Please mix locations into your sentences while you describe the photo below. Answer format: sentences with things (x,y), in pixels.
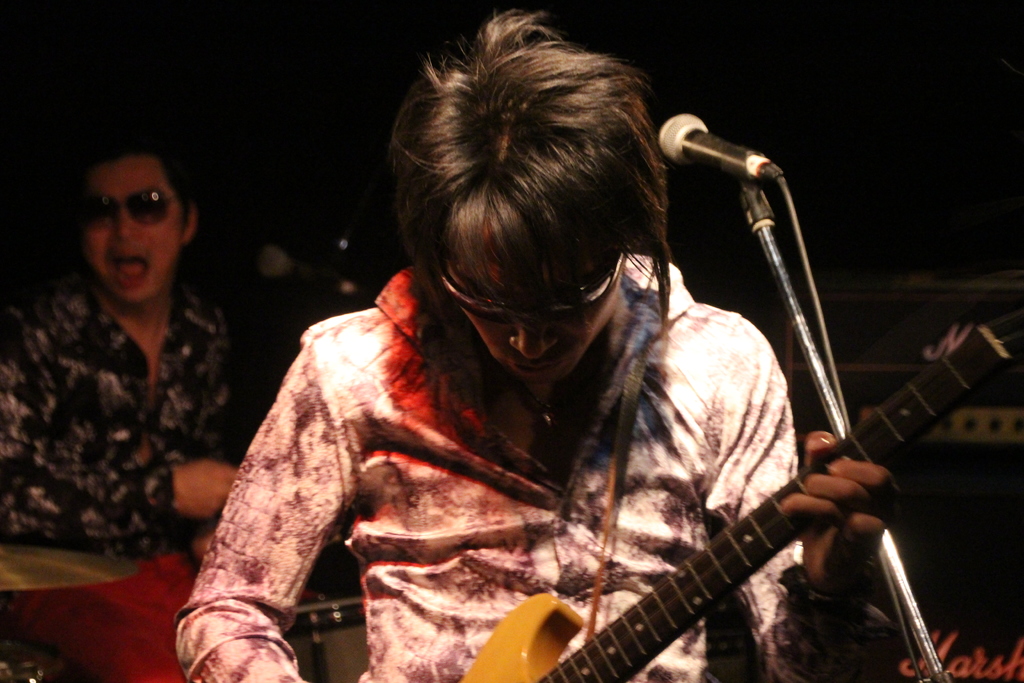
Person (600,484) playing guitar (694,587) wearing glasses (586,298), this is microphone (718,150) and in the background (152,396) another person (156,400) is sitting.
